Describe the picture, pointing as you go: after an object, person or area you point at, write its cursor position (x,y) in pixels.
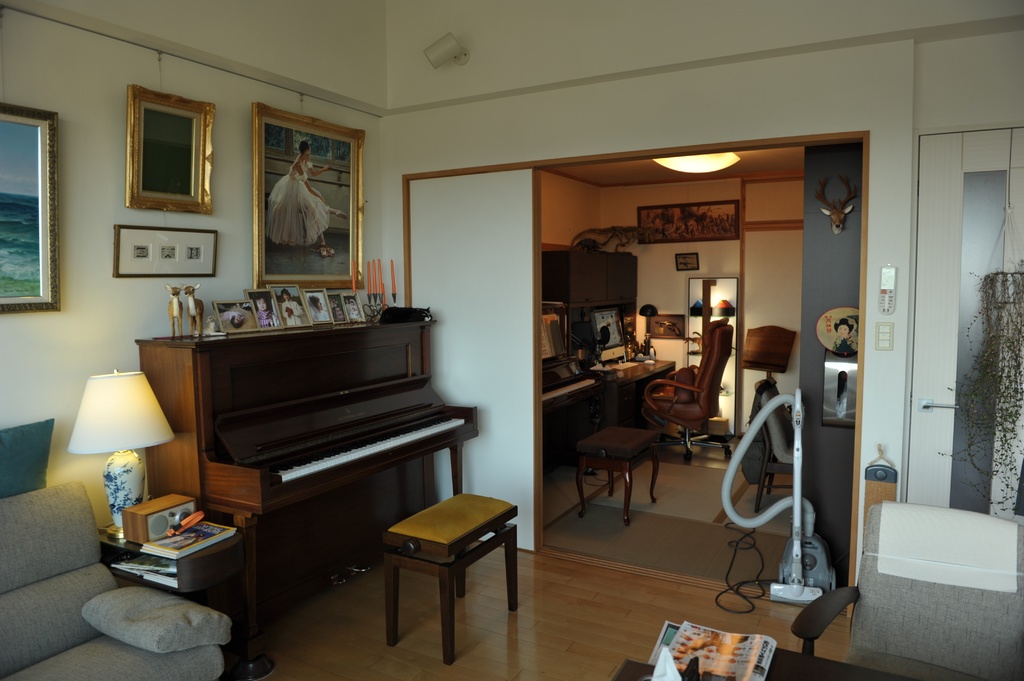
Here I can see a piano (326,479) with a small stool (442,539) in front of the piano (414,476). There are photo frames (285,322), toys (198,289), and a candle stand (374,312) placed on the piano desk (322,330). Here is a small table (200,553) with some books (191,543), lamp (126,391) and some object (174,511) placed on it. These are the photo frames (154,182) attached to the wall (146,84). This is a couch (82,614) which is grey in color. This looks like another small room (680,394). I can see chairs (704,410) and stool (629,441). This is a small desk (638,366) with some objects (636,357) placed on it. This is a lamp (711,158) which is attached to the rooftop (761,161). And here is the vacuum cleaner (806,527).
